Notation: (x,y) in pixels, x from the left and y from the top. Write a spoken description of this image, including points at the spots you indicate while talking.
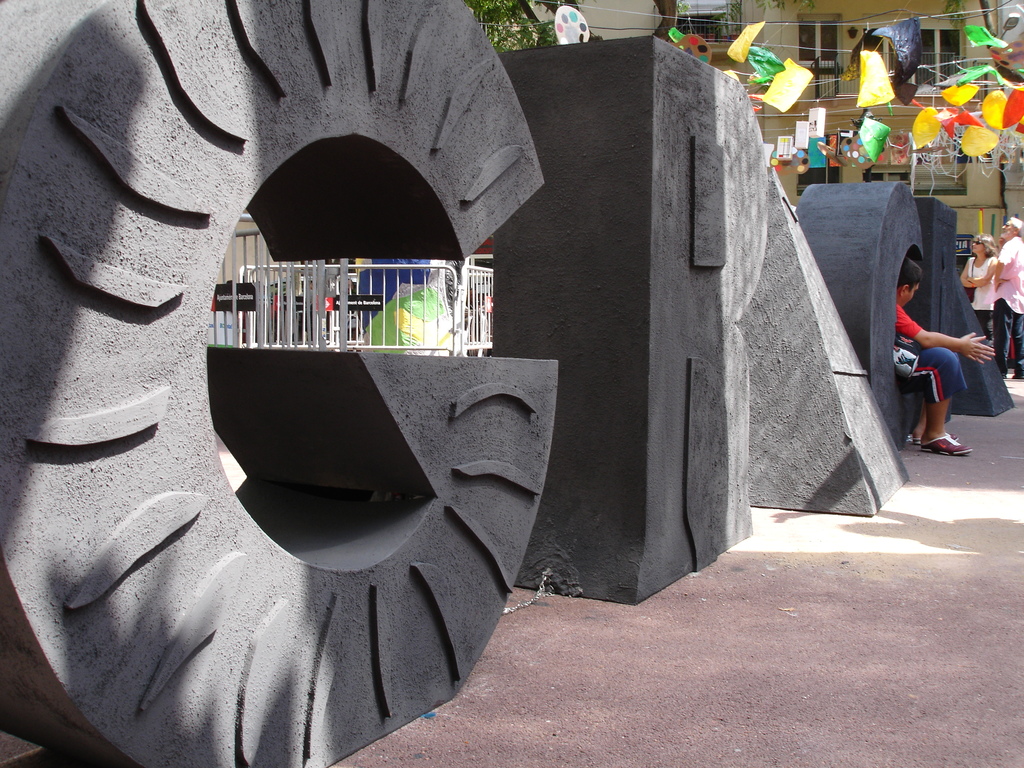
This picture shows couple of buildings (615,17) and a tree (520,2) and we see people (985,251) standing and few color papers (877,157) and we see a metal fence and alphabets (946,277) made with concrete (571,141) on the sidewalk (753,670).
